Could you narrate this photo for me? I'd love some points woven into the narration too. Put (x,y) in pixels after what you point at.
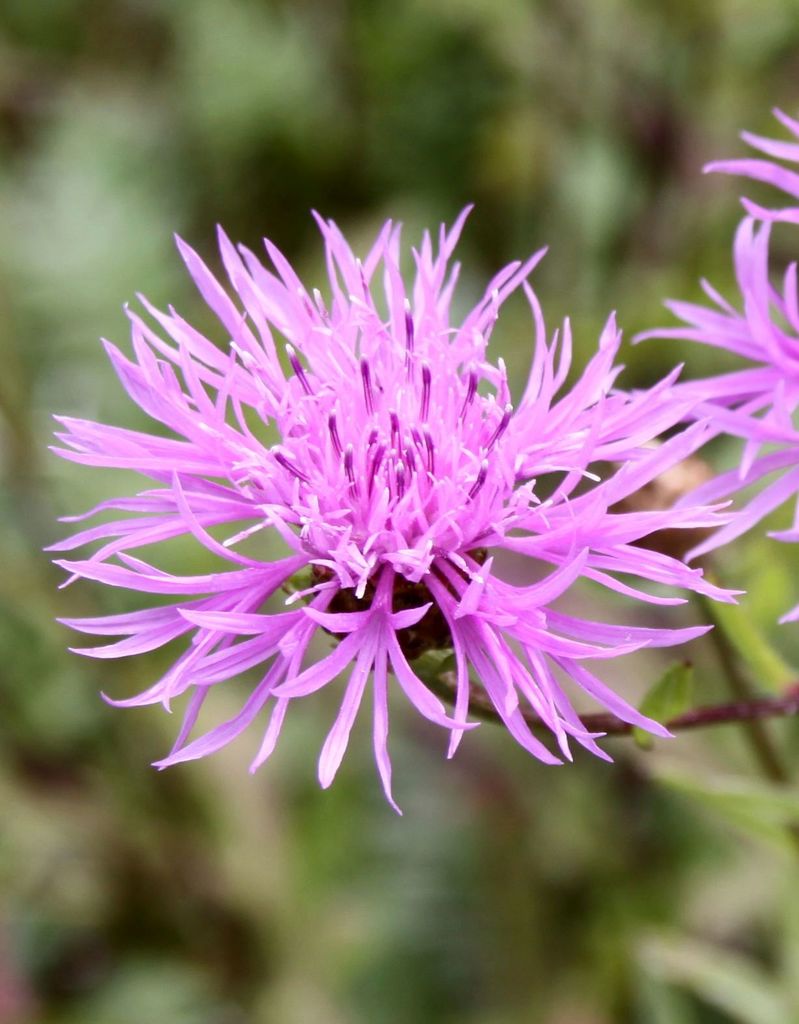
In this image we can see flowers (504,522) on stems (504,724). In the background (154,188) it is blur.
